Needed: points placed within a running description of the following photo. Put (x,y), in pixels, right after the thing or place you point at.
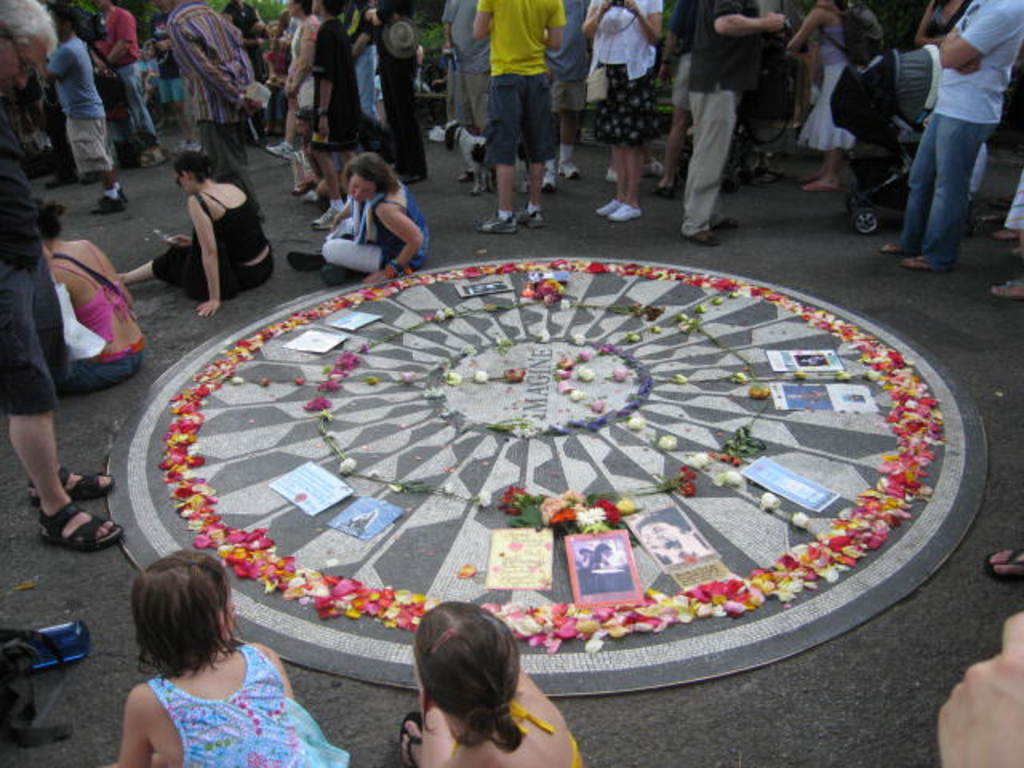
In the foreground of this image (651,527), there are few posters (616,540), flowers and petals (255,562) on a circular object (349,636) which is on the road (793,697). There are people (569,86) standing, sitting and walking around it. We can also see a dog (462,129) and greenery (277,8) in the background (280,4).
